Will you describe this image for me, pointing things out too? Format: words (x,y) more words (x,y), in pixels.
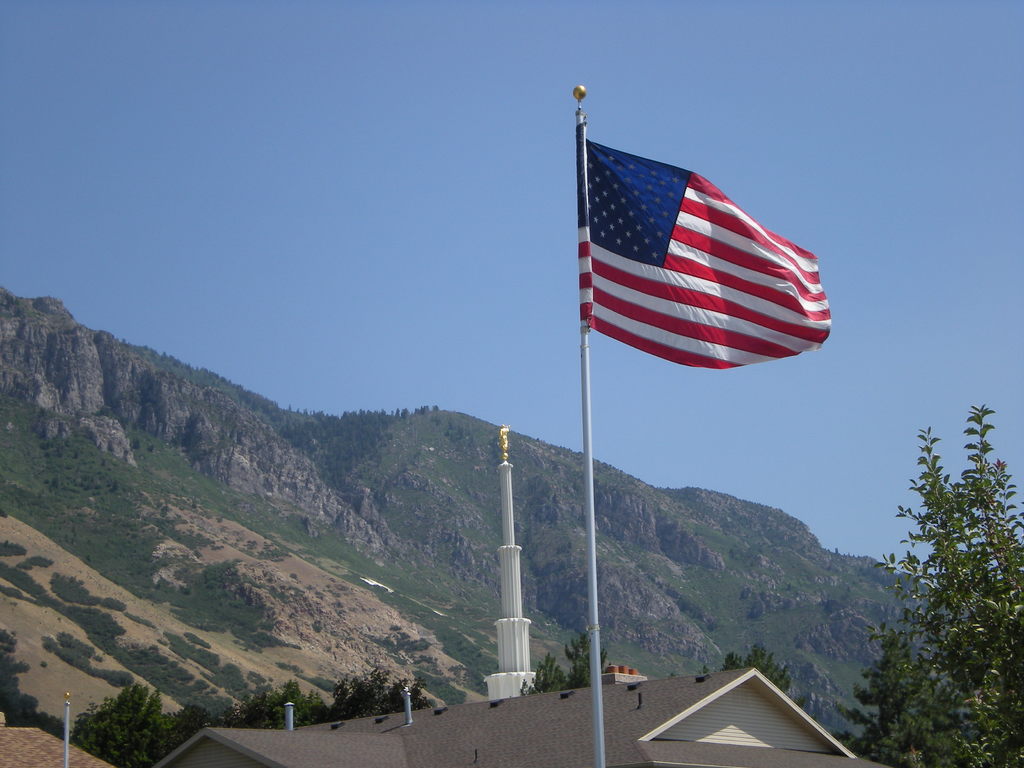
In this image we can see a flag (629,281) attached to the pole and there are few houses (751,726) at the bottom of the image (821,761) and there are some trees (947,668). We can see the mountains (526,533) in the background (222,531) and at the top (722,93) we can see the sky (818,198).
